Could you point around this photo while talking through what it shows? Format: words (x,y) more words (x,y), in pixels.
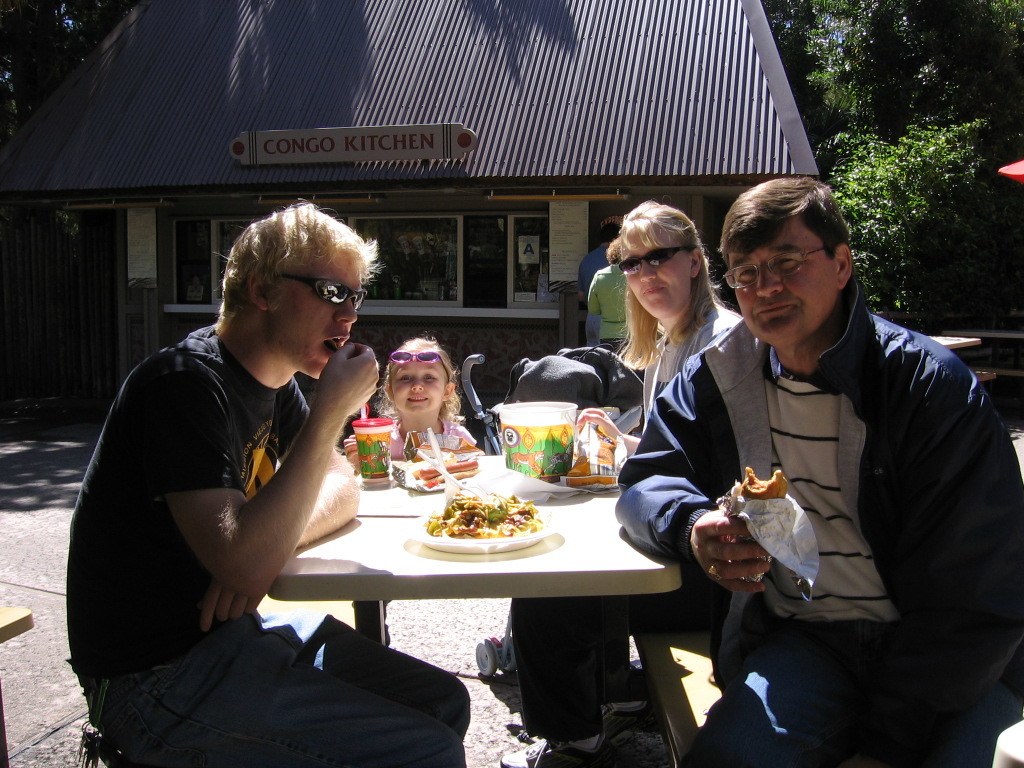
In this picture we can see a group of people (200,553) sitting on benches (699,721) and in front of them on table (368,569) we can see food items (421,443), glass (372,477), packs (464,447) and in the background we can see a house (528,83) with windows (389,270), trees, name board (243,140).
